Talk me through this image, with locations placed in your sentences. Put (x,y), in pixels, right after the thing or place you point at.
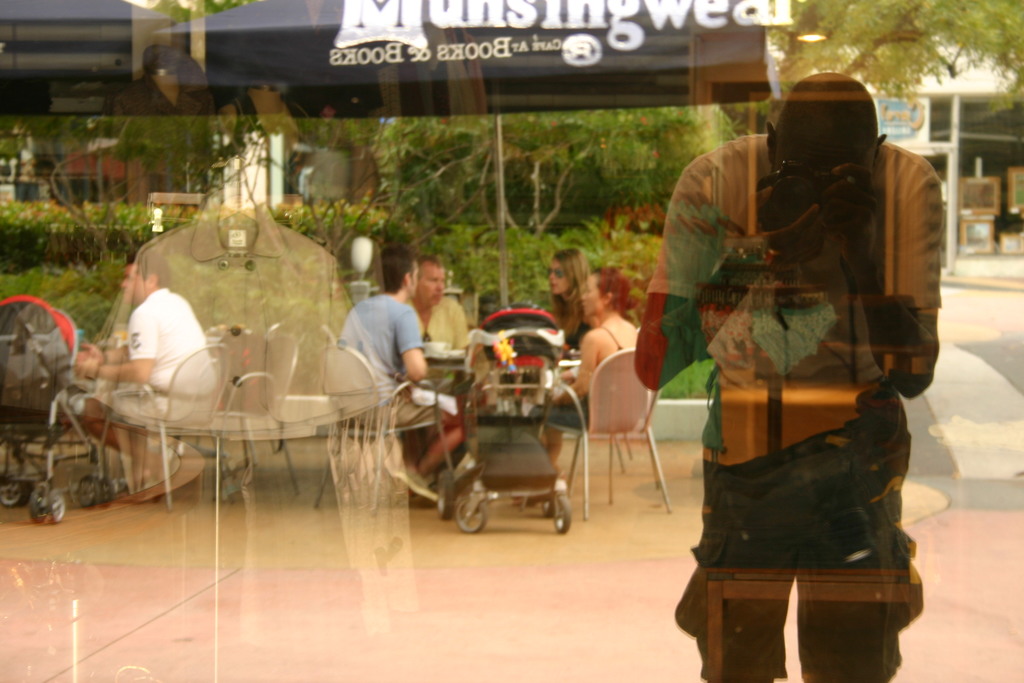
There are group of people (605,348) group sitting around the table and one man (935,355) standing near the glass wall (934,551) holding a camera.
